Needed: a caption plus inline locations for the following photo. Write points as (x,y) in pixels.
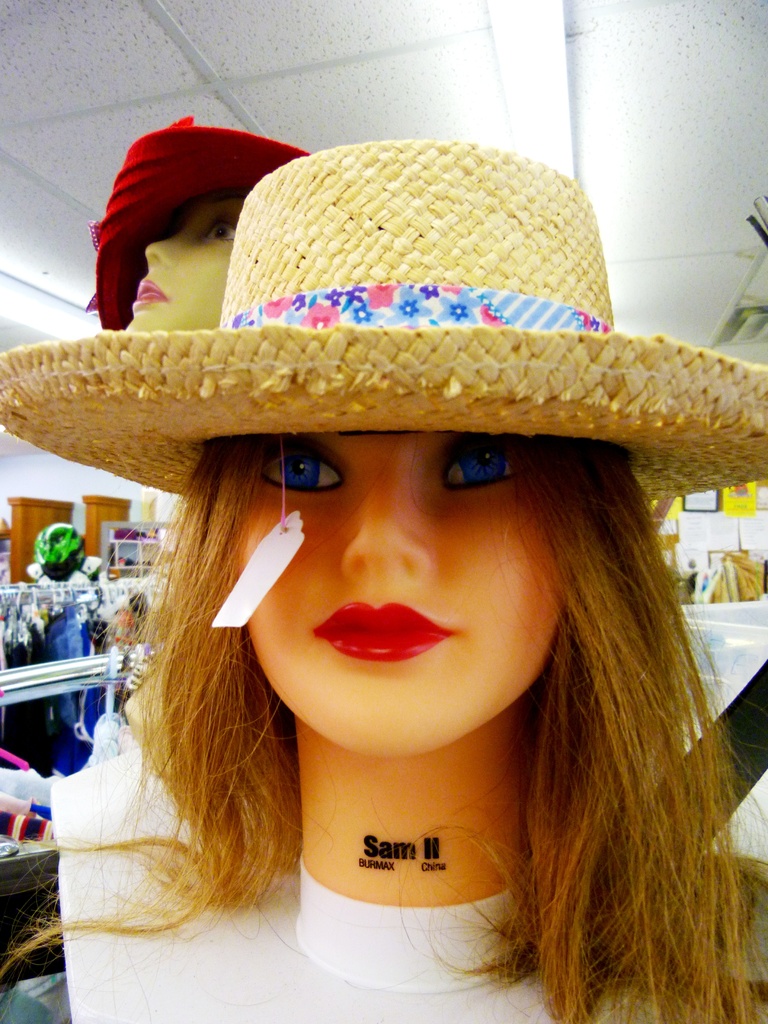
In the center of the image (442,610) we can see mannequins (270,725) and there are hats (266,287). In the background (38,617) there are clothes (38,743) and a wall (83,493). At the top (55,313) there is a light (58,301).
